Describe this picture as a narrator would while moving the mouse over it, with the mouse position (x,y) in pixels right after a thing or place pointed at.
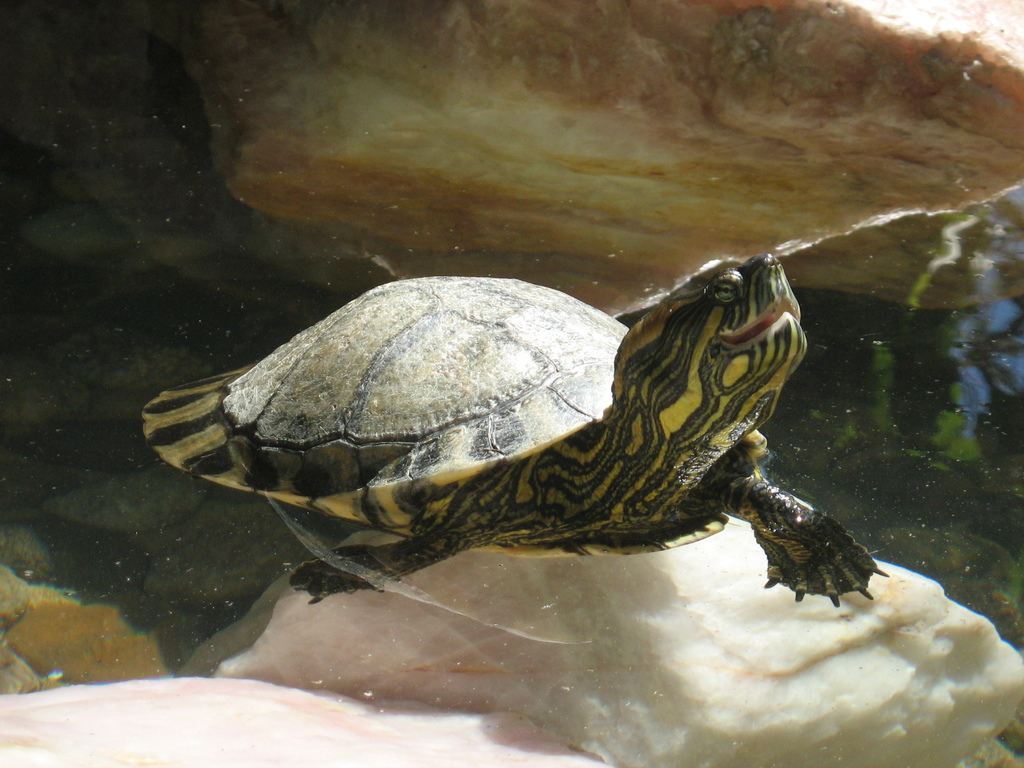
In this picture we can see a turtle (606,433), at the bottom (213,550) there is water (180,620), we can see a stone (693,71) here.
